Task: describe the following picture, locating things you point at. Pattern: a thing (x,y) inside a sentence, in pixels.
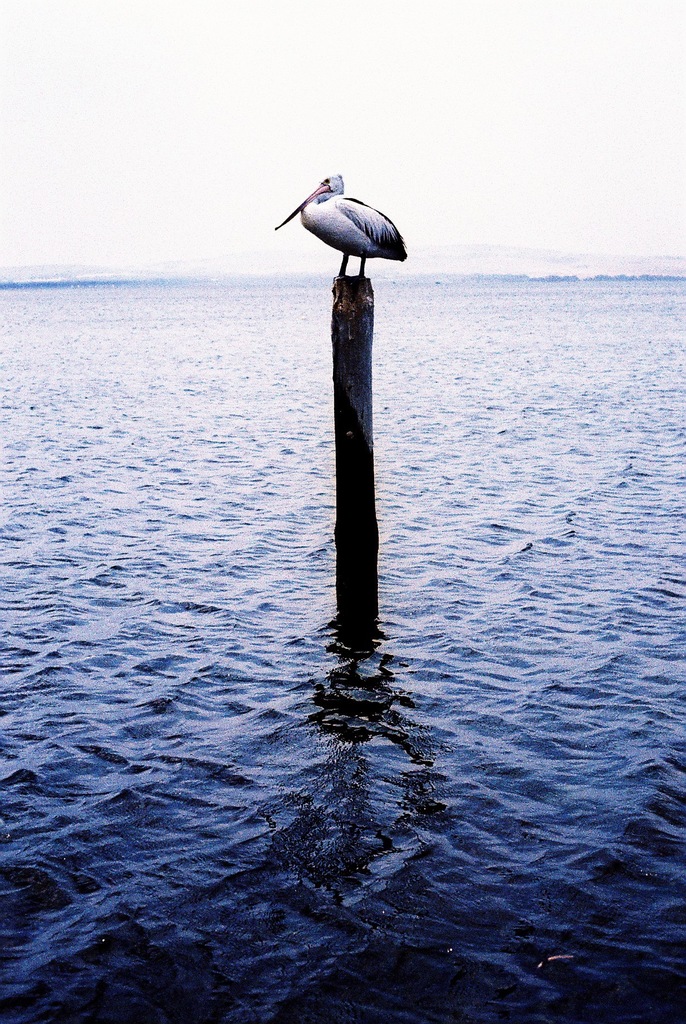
There is a bird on the pole (339,381). This is water (488,490). In the background (481,243) there is sky (389,163).
